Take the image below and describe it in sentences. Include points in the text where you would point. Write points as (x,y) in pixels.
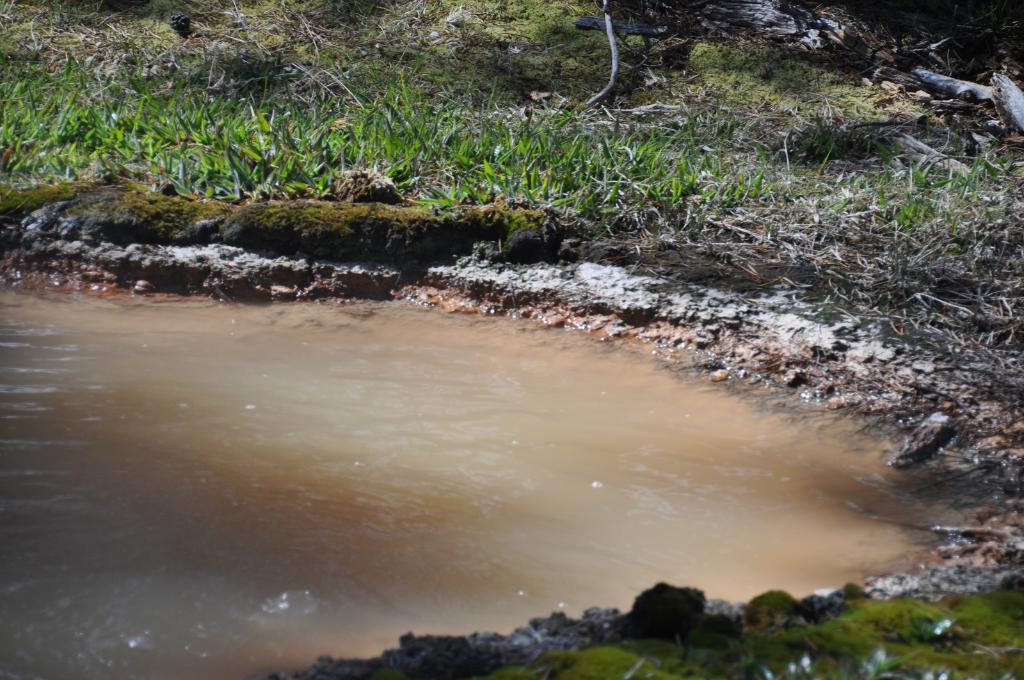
In this image, I can see water (389,390) and there is the grass (727,192).
